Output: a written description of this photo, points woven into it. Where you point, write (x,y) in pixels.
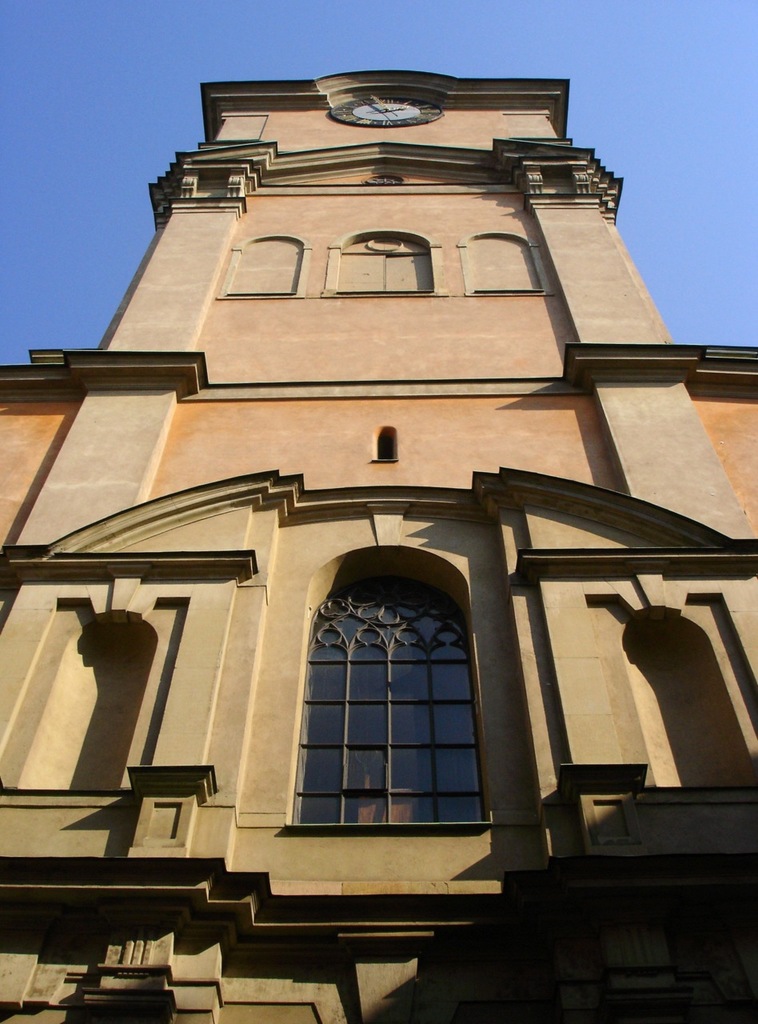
There is a tall building (297,591), it has a few windows (334,611) and above the building (205,768) there is a clock (376,108) fit in the middle of the wall (378,132), there are nice carvings (126,532) done to the building (501,841) and the image is captured from the ground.
